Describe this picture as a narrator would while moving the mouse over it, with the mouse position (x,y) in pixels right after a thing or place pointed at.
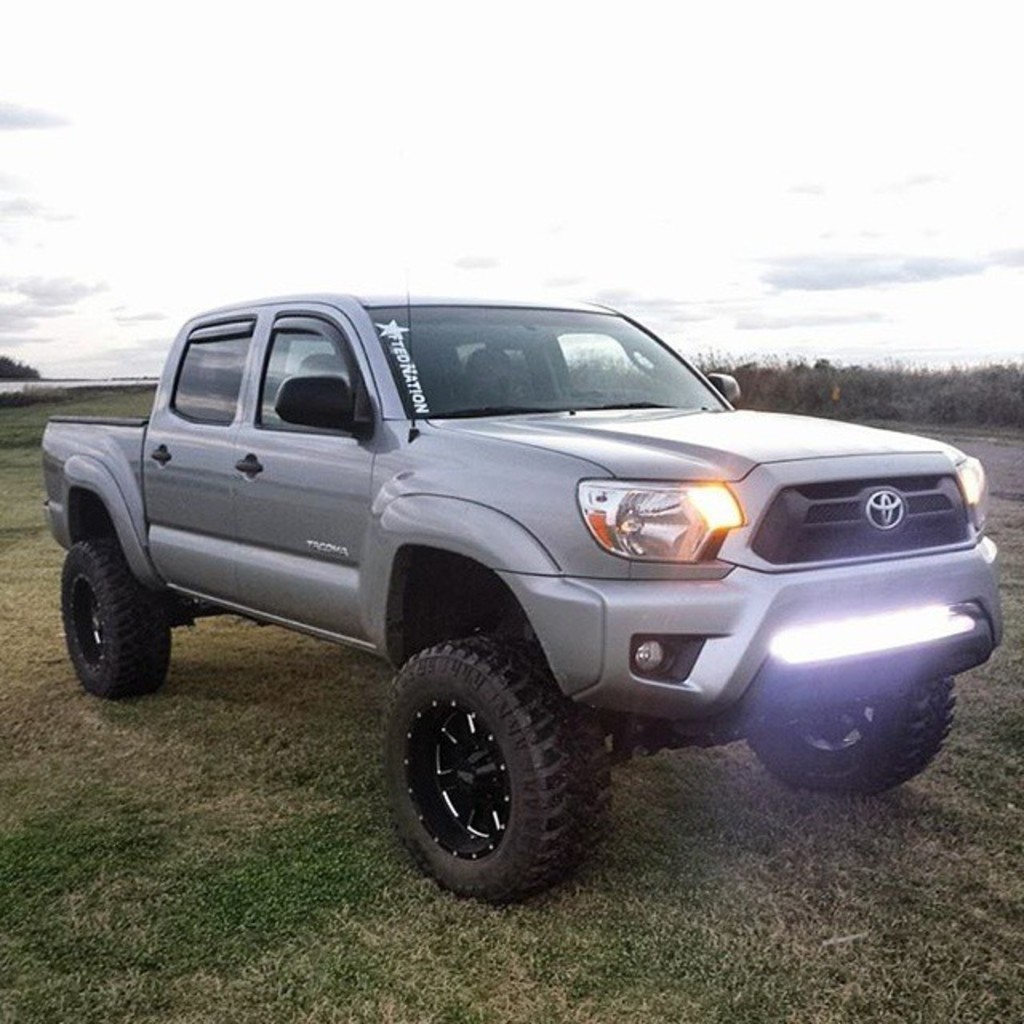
In this image I can see the vehicle (412,514) on the ground (376,868). The vehicle (579,596) is in ash color. In the background (325,222) there are many trees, clouds (570,124) and the sky (320,180).
